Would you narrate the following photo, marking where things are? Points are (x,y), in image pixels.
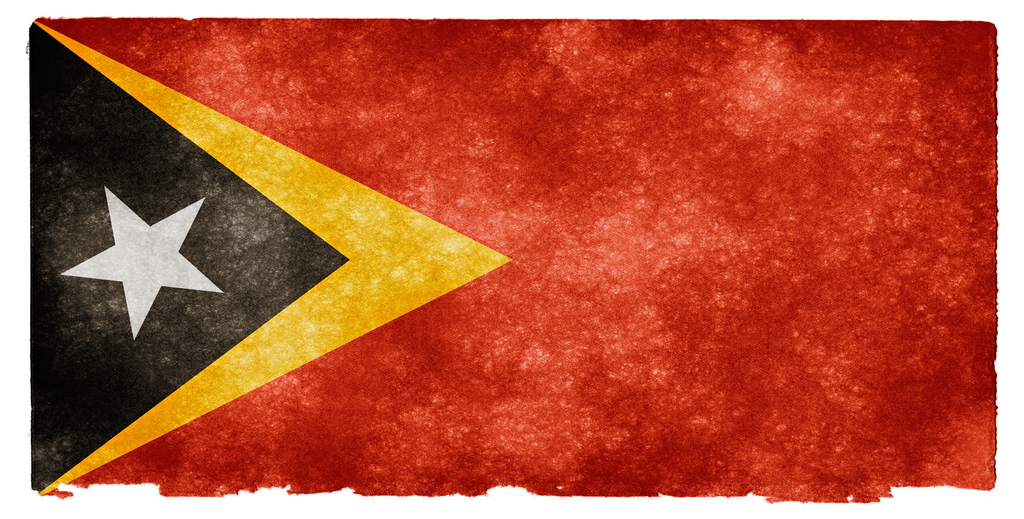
In the image there is a picture of a flag (350,269) and it involves red, yellow, black and white color.
